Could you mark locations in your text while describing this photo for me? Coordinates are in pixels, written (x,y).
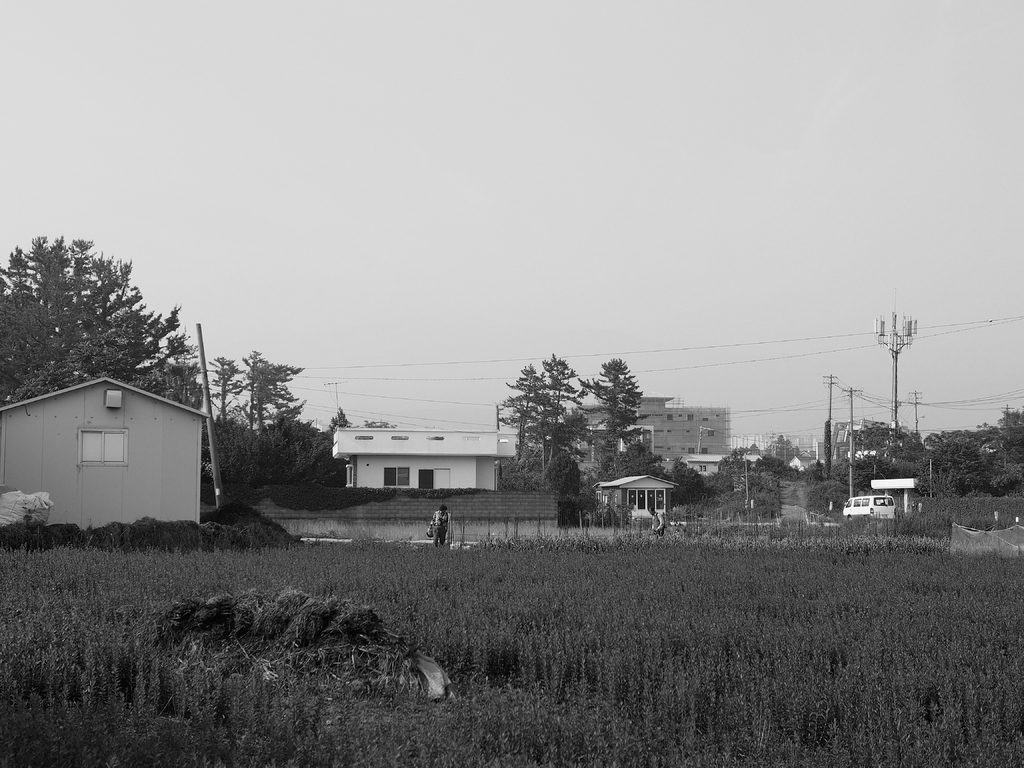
In this image there is a person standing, in front of the person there is grass (747,658), behind the person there are trees (223,445), buildings (693,435) and some utility poles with cables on top of it, and there is a van (887,510) passing on the road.
